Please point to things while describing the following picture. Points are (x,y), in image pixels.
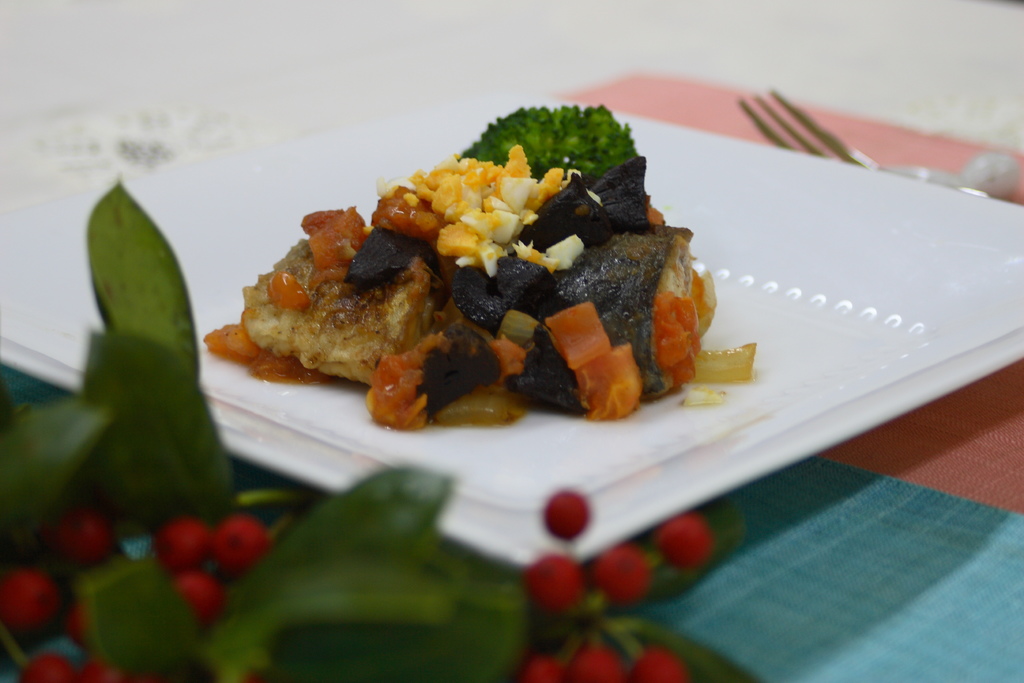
In this image I can see a white color plate (680,421), on the plate (781,443) I can see a food item (581,398) and on the table (916,543) I can see a fork (923,165), in the bottom left (194,569) i can see fruits (568,574) and leaves (83,441).
